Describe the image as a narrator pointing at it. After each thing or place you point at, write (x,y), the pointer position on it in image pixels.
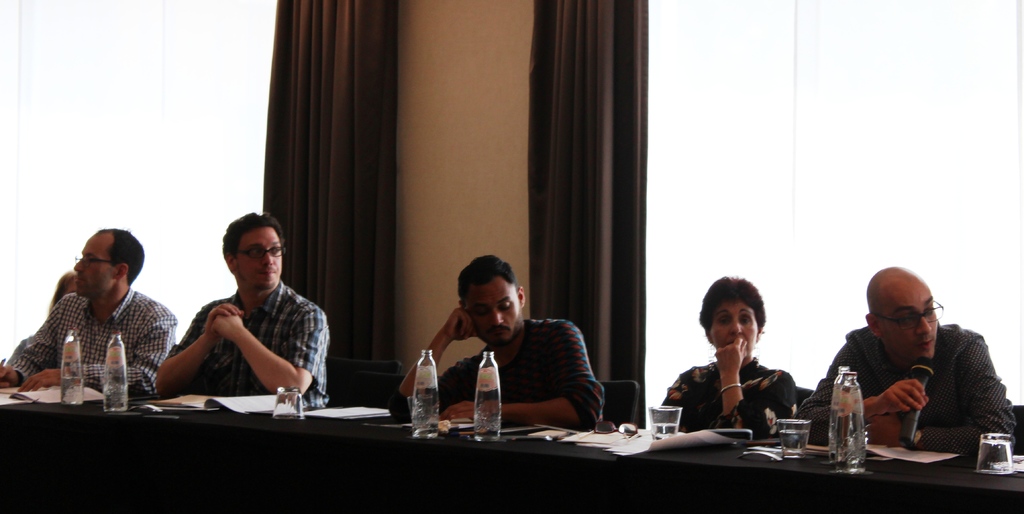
The image looks like it is clicked in a conference hall (629,407). There are six people (576,397) in the image. They are sitting in front of a table (690,475). The table (437,443) is covered with a black cloth (398,446). On the table (298,438), there are water bottles (121,369), glass (285,400) and papers (633,439). In the background (496,107), there are windows (832,164), curtains (298,93) and a wall (472,122). To the right (978,392) the man (954,393) is talking in the mic (928,385) and wearing a black shirt (942,392).
